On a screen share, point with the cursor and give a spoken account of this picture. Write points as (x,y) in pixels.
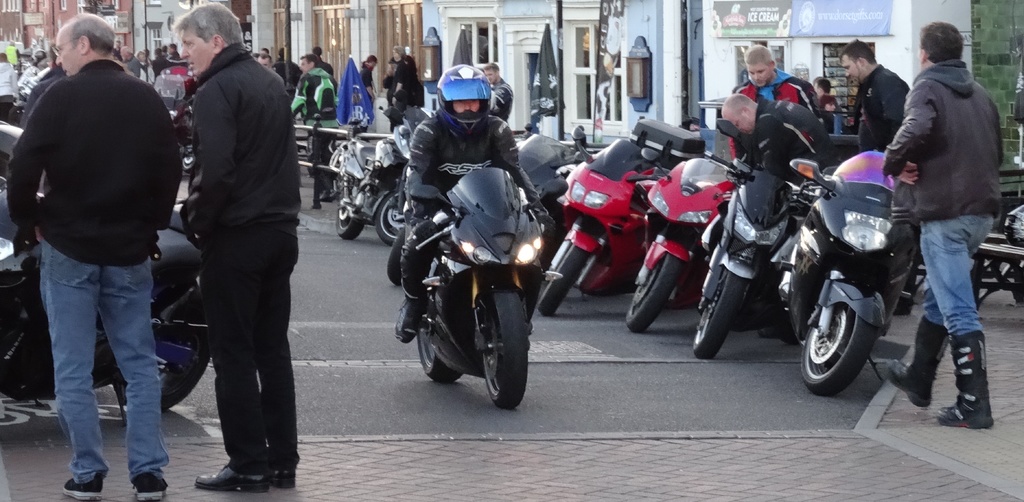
In this picture we can see some of the motorcycles (676,217) are been parked on the road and some people (778,144) are standing there one person (452,154) is riding a motorcycle (470,273) on the road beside the road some shops (507,49) are there and boards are there uh there are few people (279,68) walking in front of the buildings (703,32).
